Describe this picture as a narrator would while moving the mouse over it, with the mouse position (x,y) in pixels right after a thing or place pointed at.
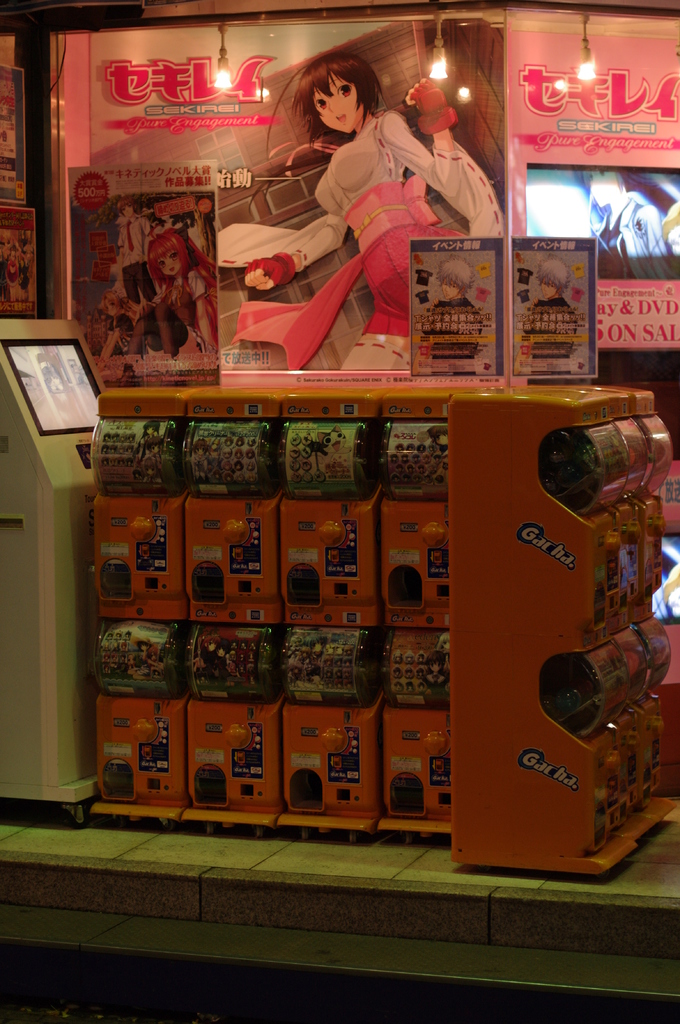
In this image, we can see some shelves (284,579) with objects (413,658). We can also see a white colored machine (71,391) on the left (15,330). We can see some boards (413,57) with text (236,121) and image (664,240). We can see some lights (591,68). We can see the ground (651,971).
